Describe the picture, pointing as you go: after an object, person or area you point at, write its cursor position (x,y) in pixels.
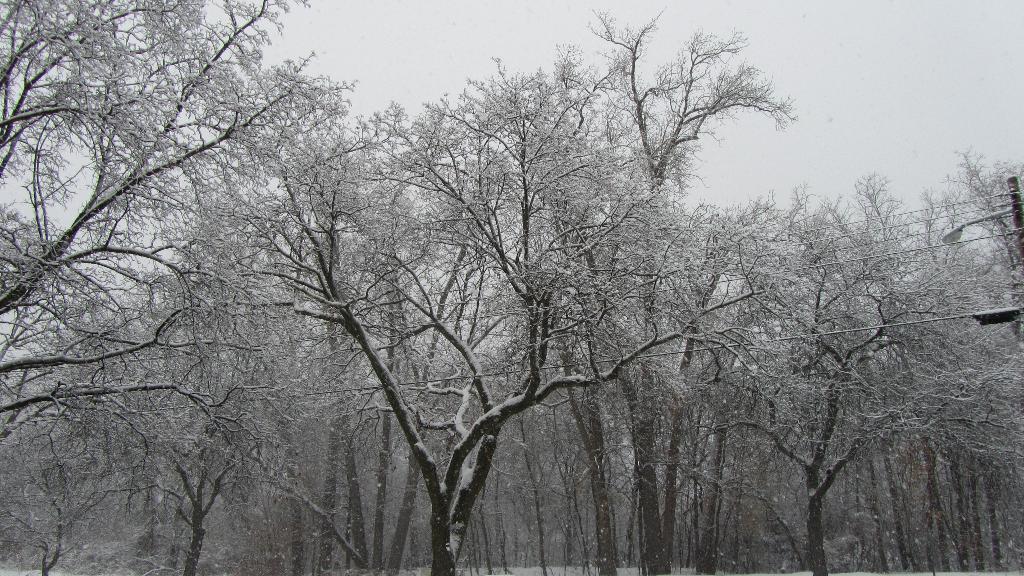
This image consists of trees (541,332) in the middle (509,230). There is sky (434,87) at the top (935,27). There is ice (308,204) in this image.
